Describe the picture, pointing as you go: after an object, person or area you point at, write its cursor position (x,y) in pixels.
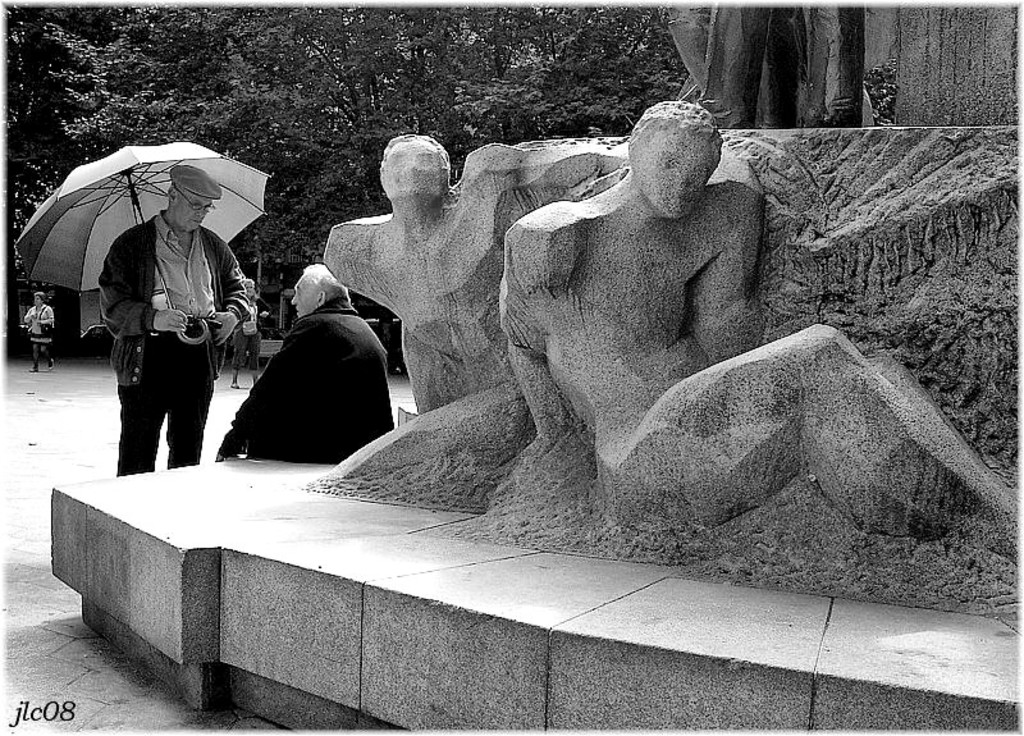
In this image I see the sculptures (627,174) over here and I see a man (343,337) who is sitting over here and I see a man (178,431) who is standing and holding an umbrella (102,228) and I see the path (88,444) and I see the watermark (56,708) over here. In the background (39,330) I see few people (43,345) and I see the trees (242,124).
